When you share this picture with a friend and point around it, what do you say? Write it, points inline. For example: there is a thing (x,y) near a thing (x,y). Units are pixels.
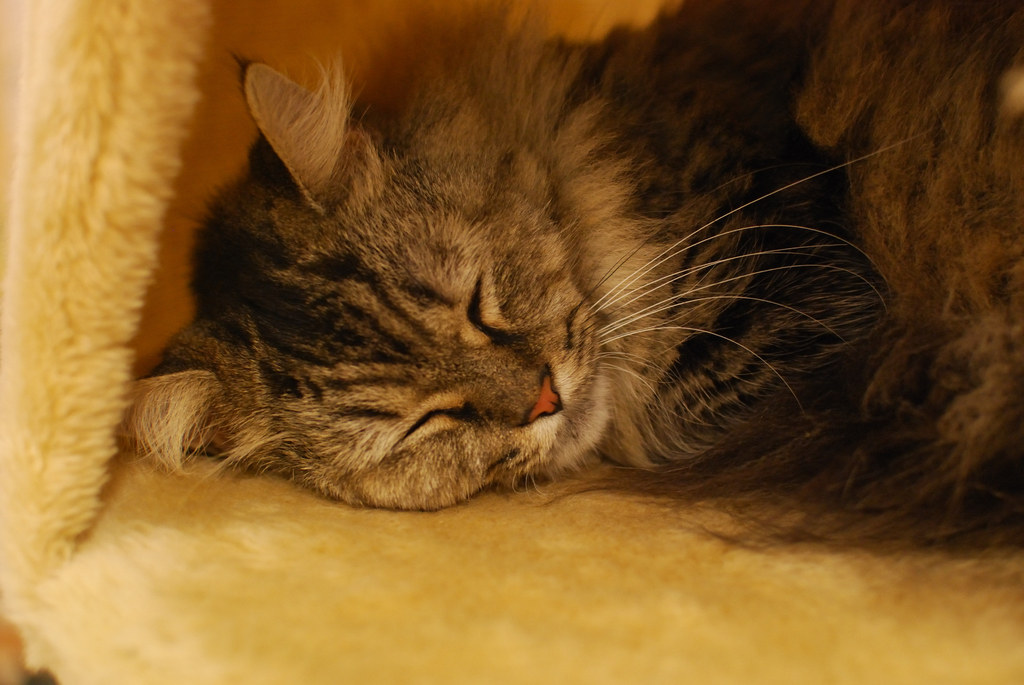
There is a cat (491,241) in brown and black color combination. Which is sleeping on yellow color cloth (71,508).
